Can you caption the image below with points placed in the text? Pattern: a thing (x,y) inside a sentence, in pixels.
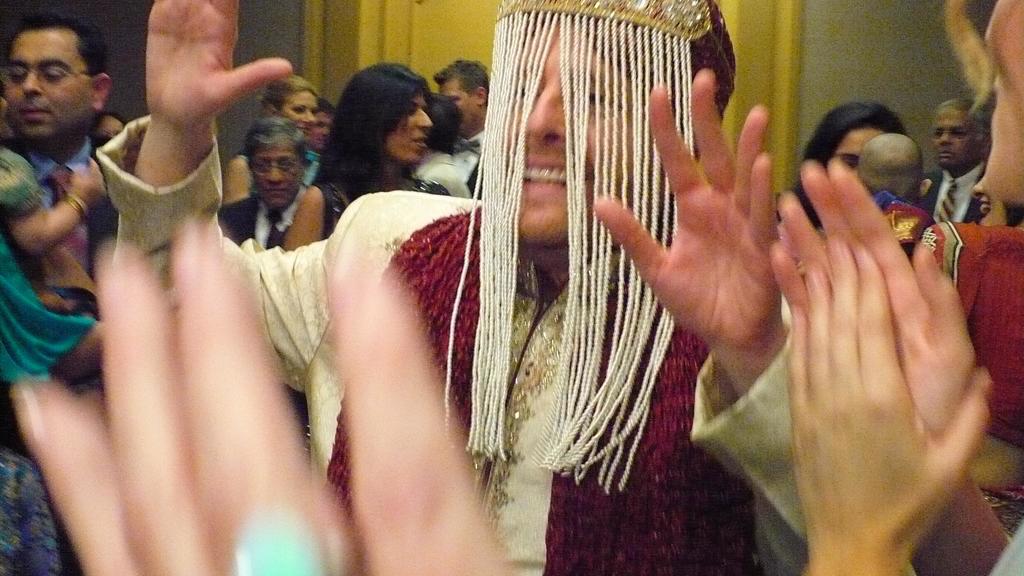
In this picture we can see a group of people (391,261). Behind the people (133,253) there is a wall (305,13) and it looks like a door (439,15).
